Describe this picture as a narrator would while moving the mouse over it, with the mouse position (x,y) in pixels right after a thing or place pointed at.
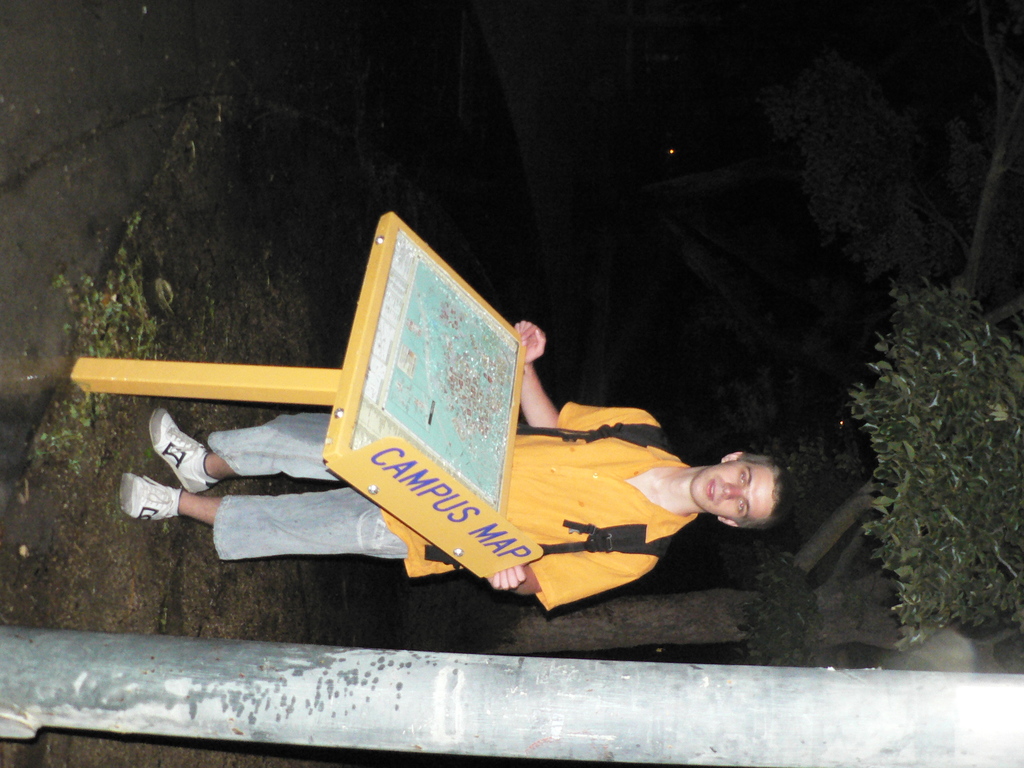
In this picture in the middle (438,508), we can see a man (577,489) wearing a backpack (578,531) standing behind the sign (406,479). On the right side (918,547), we can see some trees (993,400) and a pole (426,730). In the background (840,287), there is black color.
